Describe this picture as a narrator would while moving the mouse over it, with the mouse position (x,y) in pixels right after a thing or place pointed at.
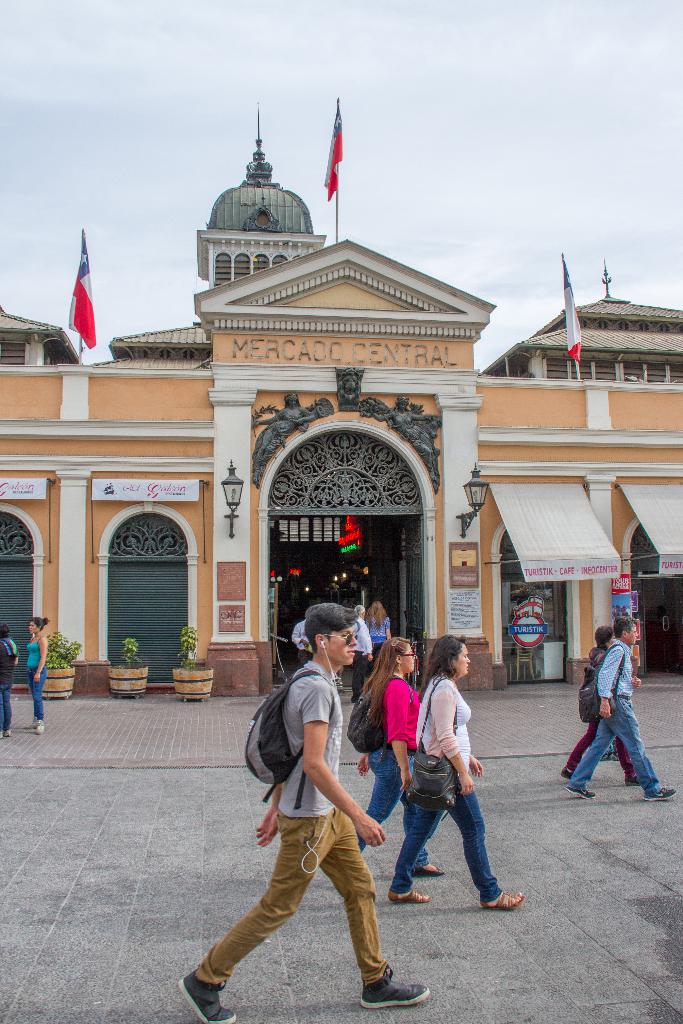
In this image there is a building (205,654), in front of the building (237,654) there are flower pots (68,685), in which there are few plants (67,655), there are few persons (39,685) visible on the road (518,776) in front of the building (422,498), on the building (133,473) there are some flags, lamps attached to the wall (103,467), at the top (500,128) there is the sky (186,40).
